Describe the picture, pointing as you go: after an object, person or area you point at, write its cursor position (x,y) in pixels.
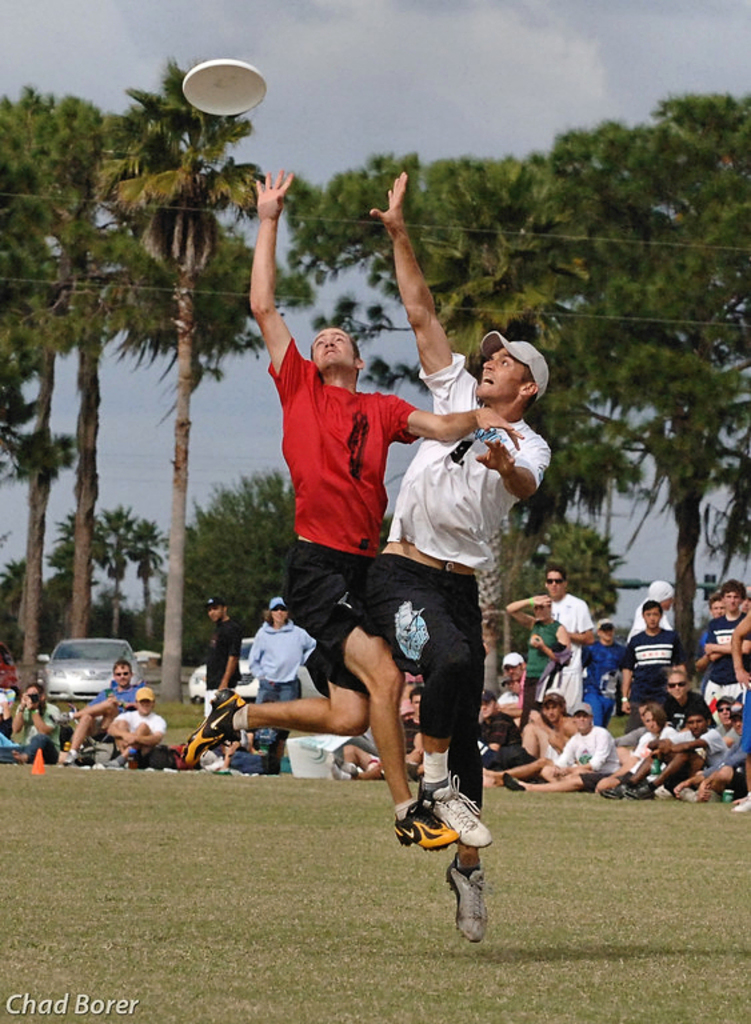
In the center of the image (337,477) we can see two people (440,461) are jumping and trying to catch an object (248,96). In the background of the image (642,376) we can see the trees (527,557), car (127,646), a group of people (640,671), grass (725,852). At the bottom of the image (428,914) we can see the ground (402,945). At the top of the image (321,148) we can see the clouds (577,52) are present in the sky (350,148). In the bottom left corner (18,1008) we can see the text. On the left side of the image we can see a divider cone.
